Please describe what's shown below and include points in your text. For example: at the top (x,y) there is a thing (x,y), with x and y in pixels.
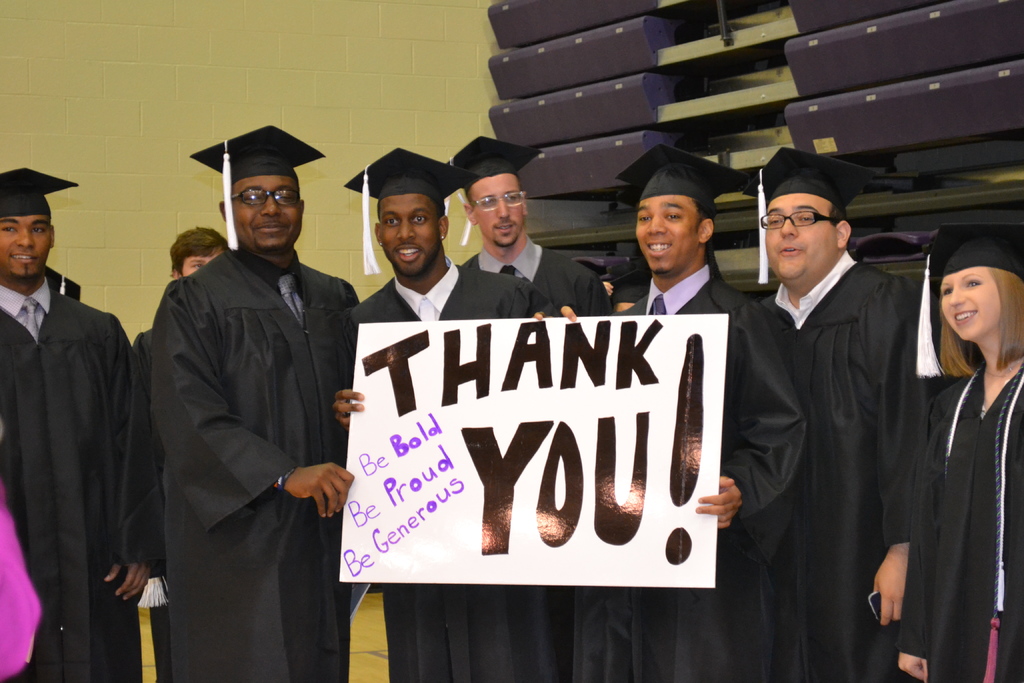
In this picture there are people (646,291) those who are standing in series in the center of the image (645,428), by holding a poster (622,377) on which it is written as thank you.
